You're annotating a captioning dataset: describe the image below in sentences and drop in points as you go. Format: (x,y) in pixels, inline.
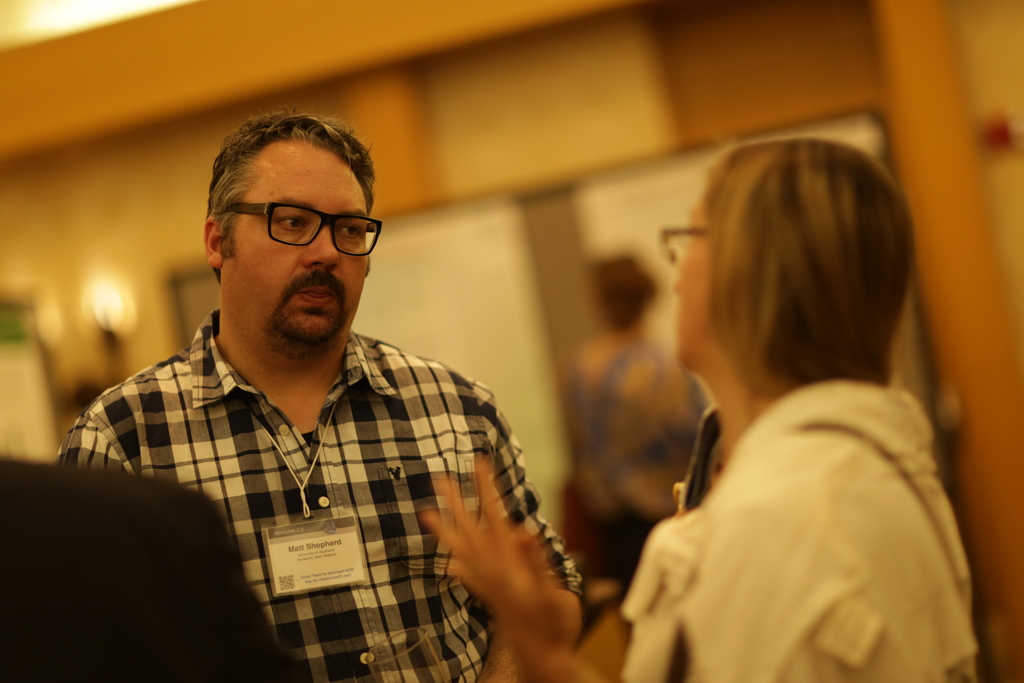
In this image there are people (423,599) standing, in the background (593,598) it is blurred.
